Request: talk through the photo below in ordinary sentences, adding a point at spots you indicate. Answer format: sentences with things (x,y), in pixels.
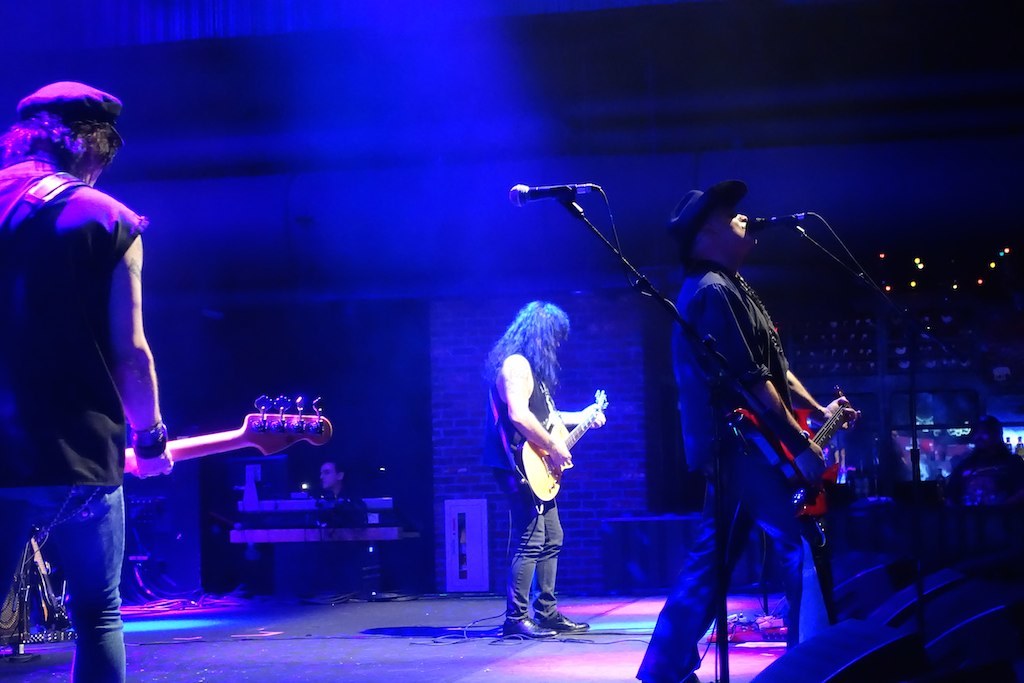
In this image there are group of people (123,284), there are three people (70,302) standing in front of the microphones (561,190) and playing guitar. At the bottom (470,627) there are wires (470,627) and speakers (876,591).
